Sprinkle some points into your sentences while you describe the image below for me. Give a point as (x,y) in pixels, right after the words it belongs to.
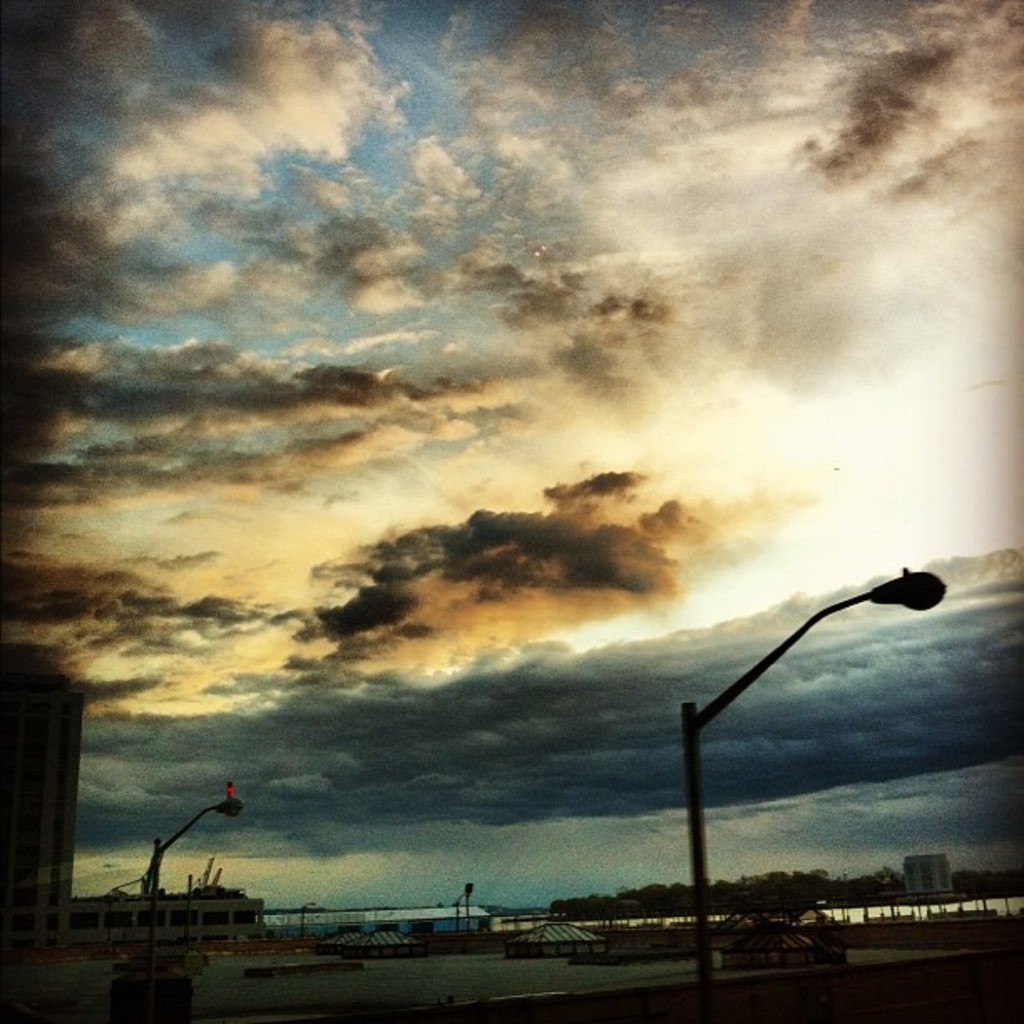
This picture is clicked outside. In the foreground (731,947) we can see the lights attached to the poles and we can see the houses (582,942), buildings (7,736), trees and some other objects (794,925). In the background (336,416) we can see the sky (350,395) which is full of clouds (293,647).
